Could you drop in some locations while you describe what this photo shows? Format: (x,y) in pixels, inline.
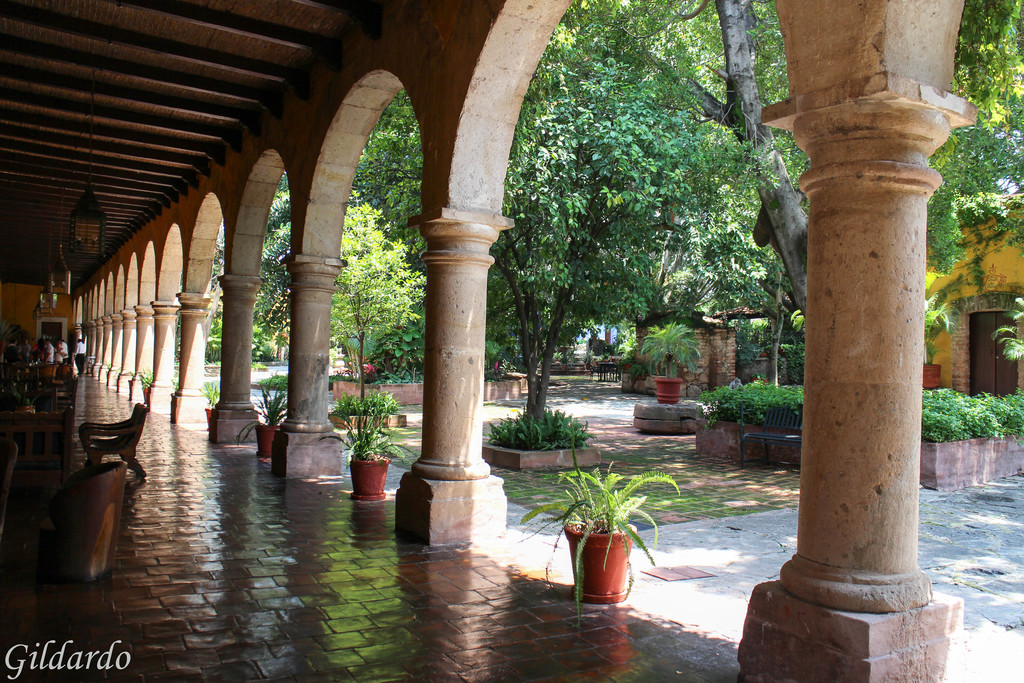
Here, we can see a floor (235,605) and there are some chairs (22,460) on the floor (301,637), there are some columns (828,351), at the right side (700,296) there are some green color trees (537,372).
